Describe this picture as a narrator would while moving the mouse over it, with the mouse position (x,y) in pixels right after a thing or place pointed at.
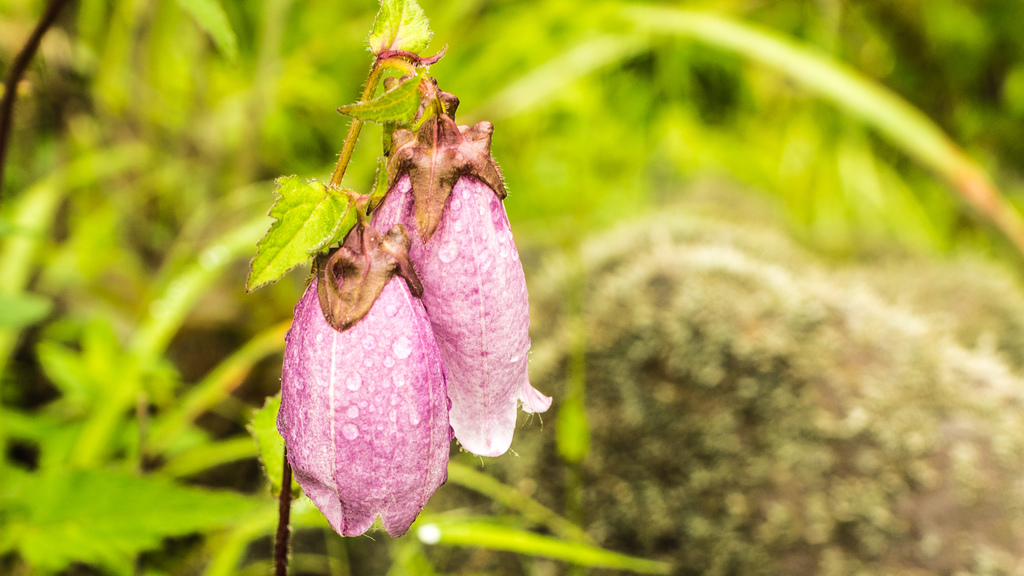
In this image we can see a plant (400,364) to which two flowers (398,352) are there which is in pink color and the background of the picture (92,402) is blurred.
